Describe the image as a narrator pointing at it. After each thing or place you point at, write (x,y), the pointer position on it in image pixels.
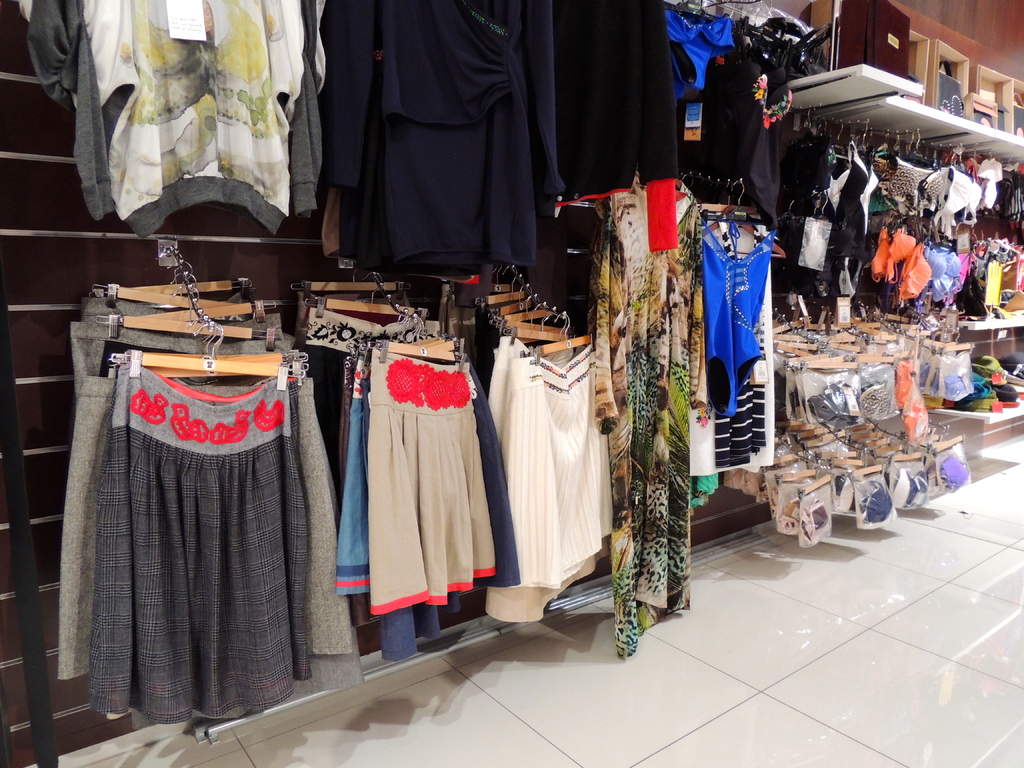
In this picture I can see clothes (589,100) hanging to the clothes hangers (811,425) and there are some other items (893,53).
